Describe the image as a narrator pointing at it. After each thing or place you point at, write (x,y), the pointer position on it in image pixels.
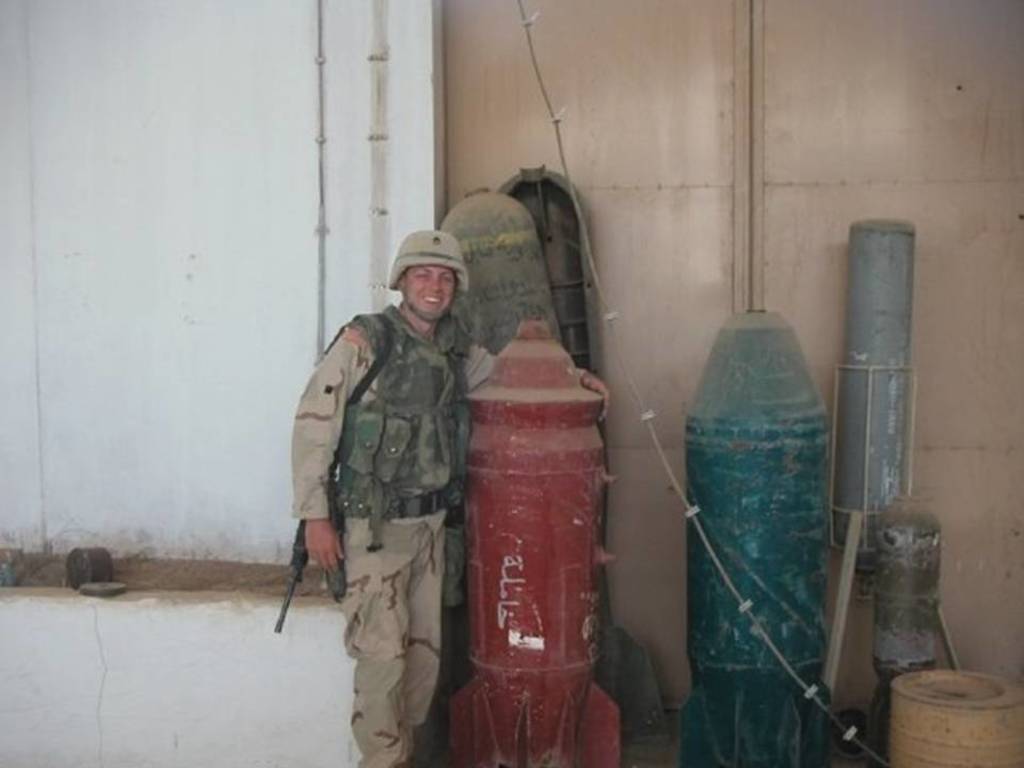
In the center of the image (346,391) there is a person (361,544) standing wearing a helmet (449,268) beside him there are missiles (514,338). In the background of the image (183,351) there is a wall (262,179). There is a gate (594,141).
